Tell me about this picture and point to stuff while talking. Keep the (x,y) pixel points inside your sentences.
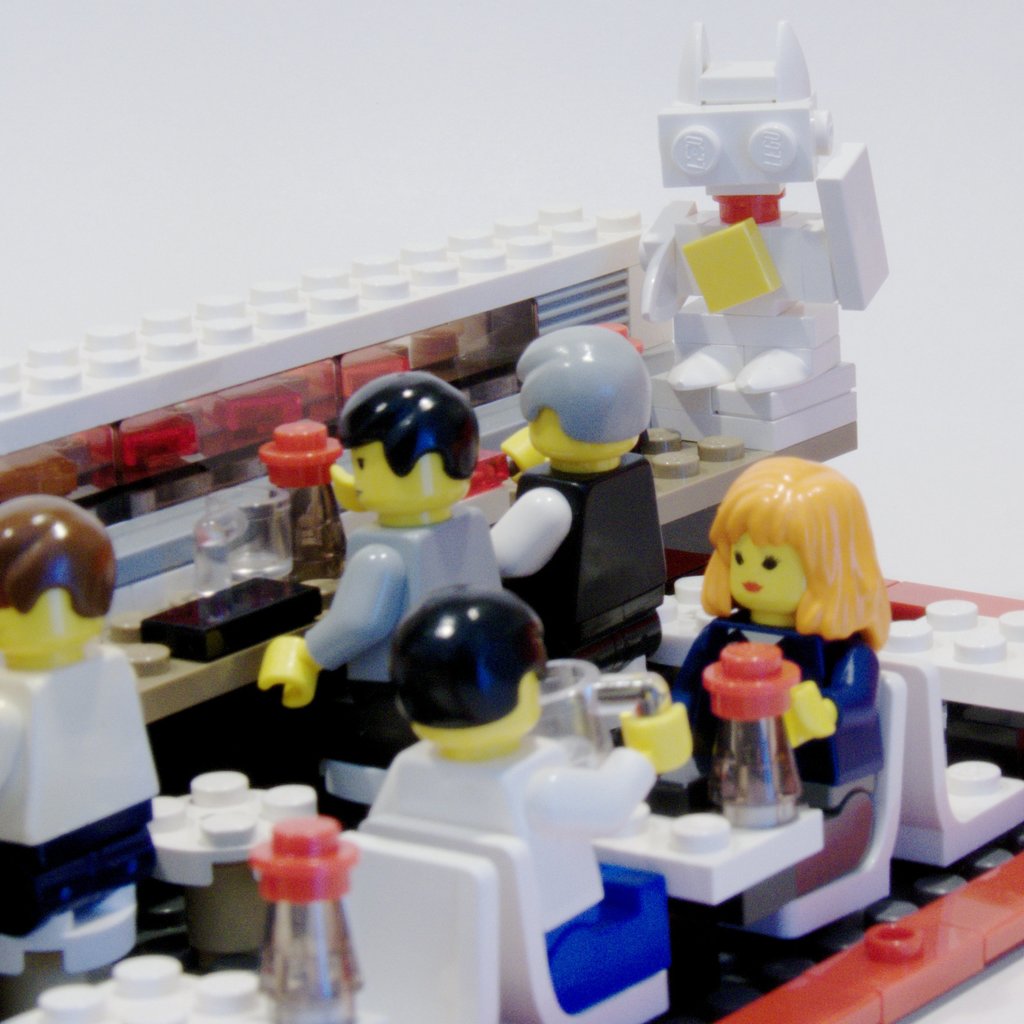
In this picture I can see the toys (526,616).
